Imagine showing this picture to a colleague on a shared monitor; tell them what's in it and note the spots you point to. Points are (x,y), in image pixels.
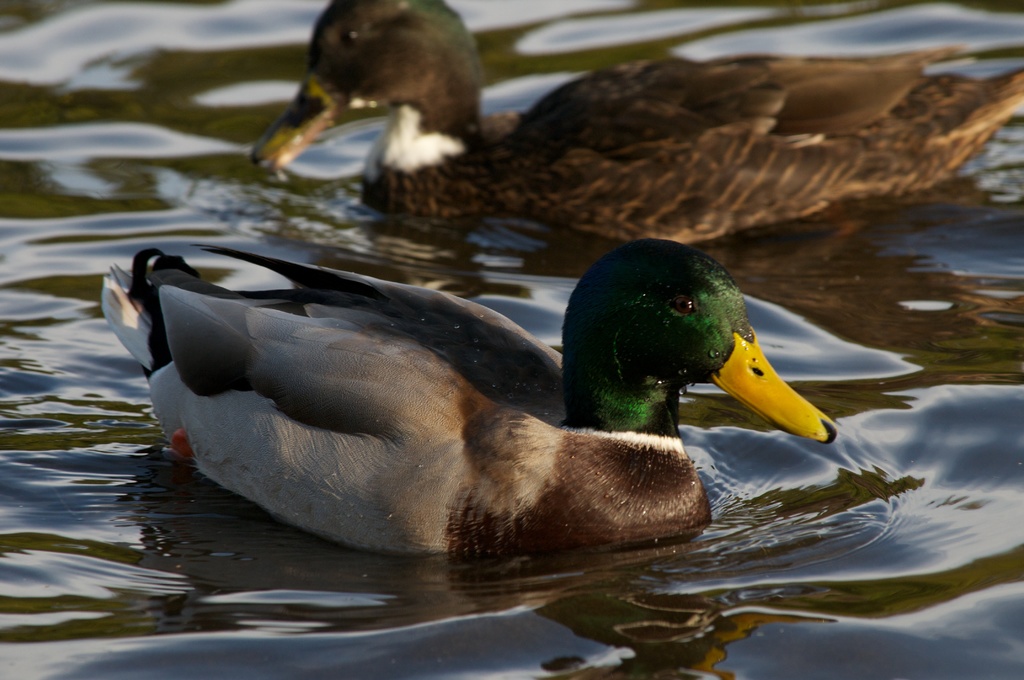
In this image we can see two birds (585,97) on the surface of water (624,647).
